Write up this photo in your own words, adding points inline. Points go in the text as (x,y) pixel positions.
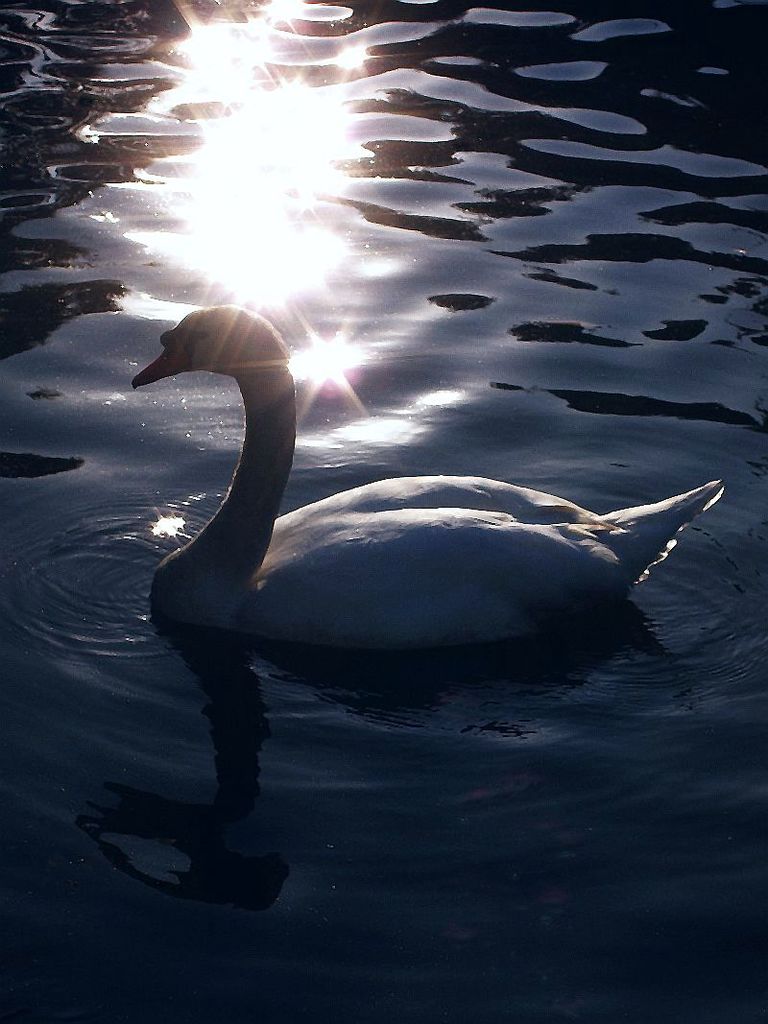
In this image I can see water (138,466) and on it I can see a white colour swan (163,568) in the front (437,596).
